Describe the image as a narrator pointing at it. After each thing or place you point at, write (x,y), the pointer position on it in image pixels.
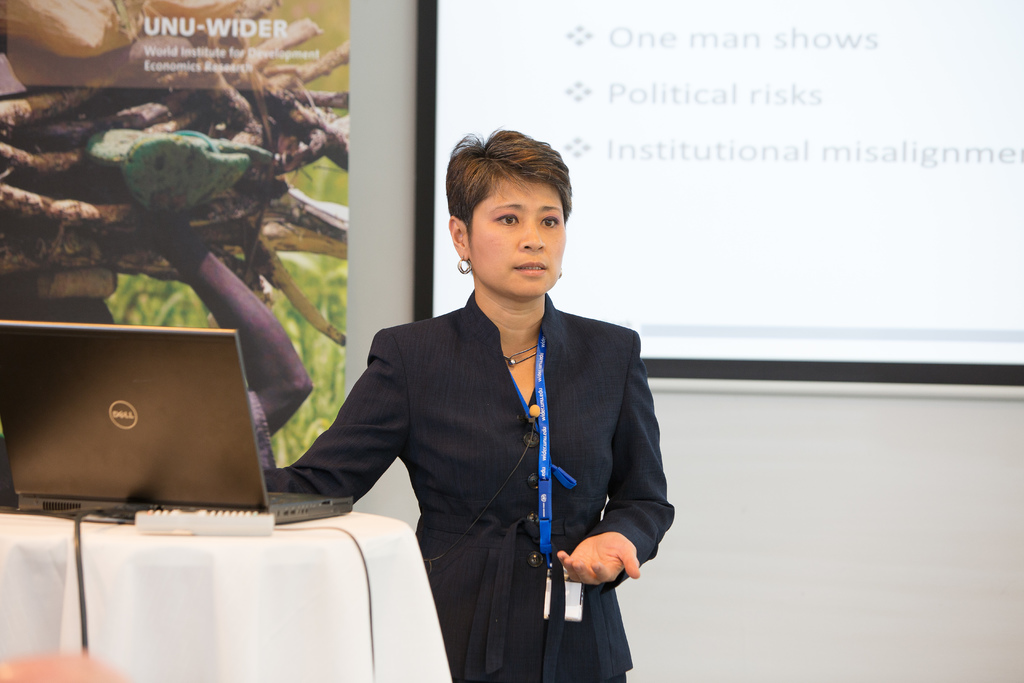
In this image I can see a woman (525,288) standing and wearing black dress (498,380) and blue tag (542,438). In front (231,434) I can see a laptop (216,437), remote (207,522) on the white color table (362,536). Back I can see a screen (418,251) and board (318,211) is attached to the white color wall (731,410).
